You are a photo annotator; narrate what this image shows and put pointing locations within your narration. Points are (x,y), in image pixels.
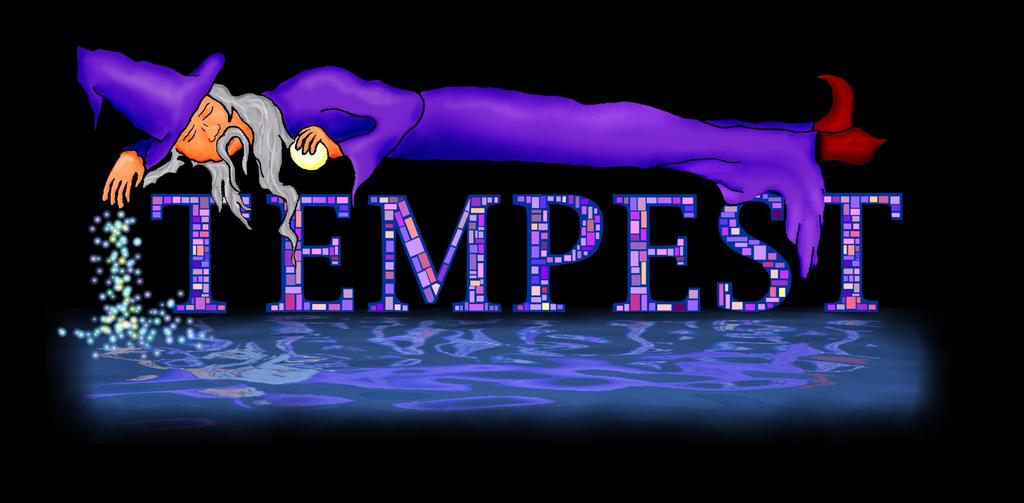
It is an image in which we can see there is some text (532,245) in the middle (485,240). At the bottom (493,401) there is some water (530,362). At the top (289,132) there is a person (344,157) who is lying.
